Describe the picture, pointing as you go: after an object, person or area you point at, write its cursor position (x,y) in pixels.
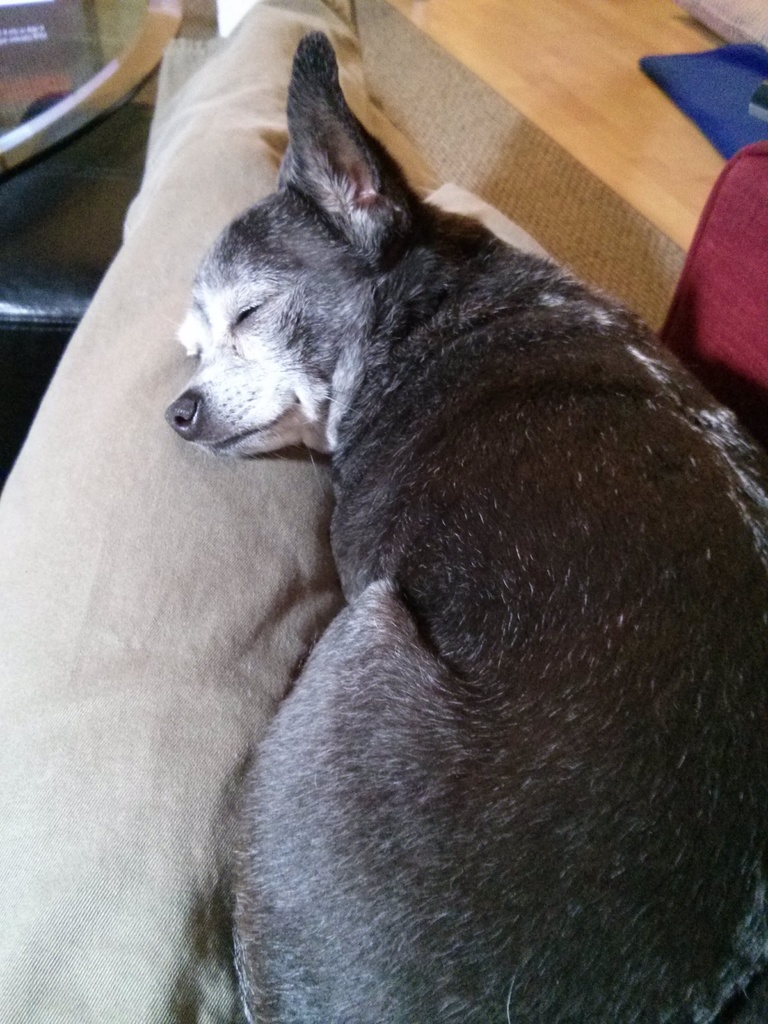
In this picture, we see the black dog (449,823) is sleeping. It might be sleeping on the sofa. Beside that, we see a maroon chair (692,253) and a wooden table (593,132) on which blue color cloth (710,65) is placed. In the left top (120,194), we see a glass table (81,66) and a black chair (78,265).
